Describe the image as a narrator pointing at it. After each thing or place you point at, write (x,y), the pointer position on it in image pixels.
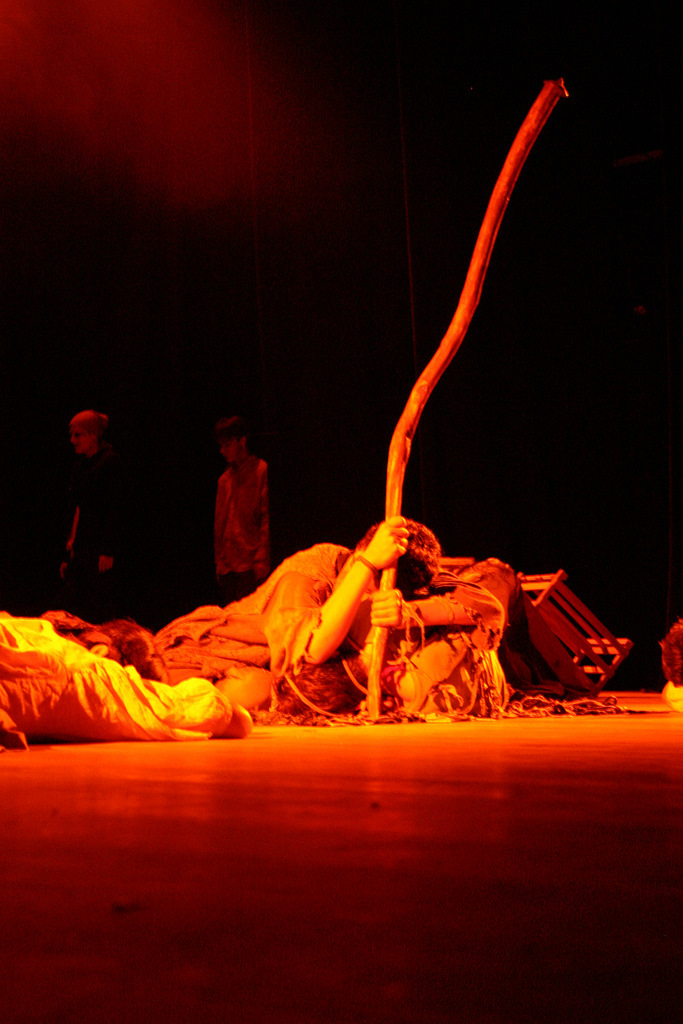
Here, we can see a person (400,689) holding a stick (393,464), in the background (111,488), we can see two persons (252,495) standing.
